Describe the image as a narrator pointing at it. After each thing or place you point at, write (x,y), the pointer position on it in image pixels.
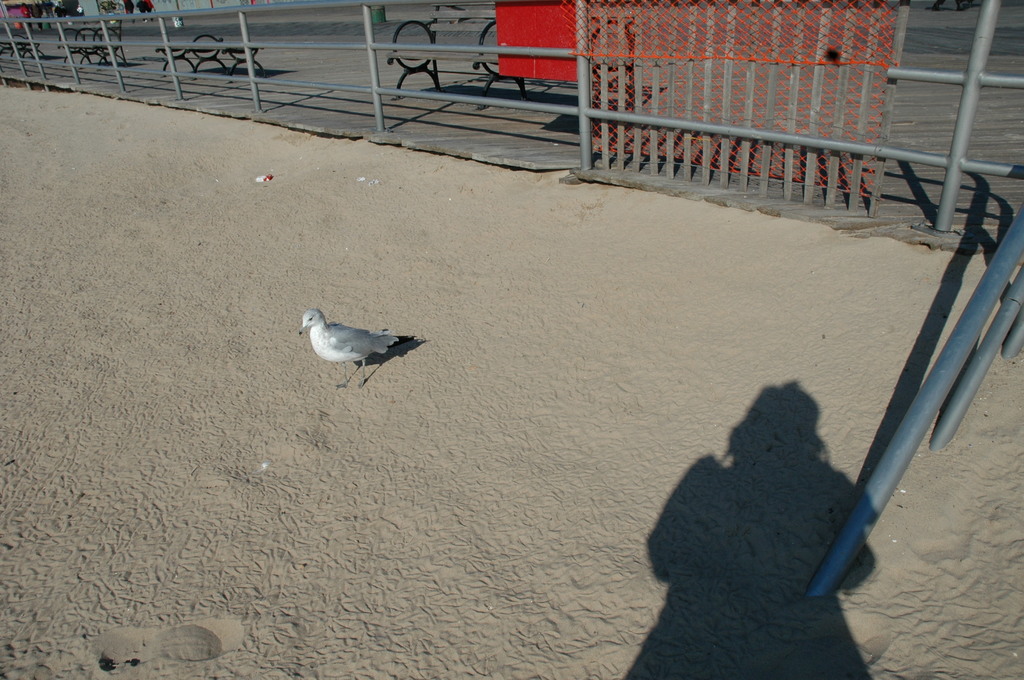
In the picture I can see shadow (775,510) of a person (726,485), there is bird (356,355) on sand (293,350) and in the background of the picture (343,84) there is fencing (312,83), there are some benches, boardwalk (296,51).
